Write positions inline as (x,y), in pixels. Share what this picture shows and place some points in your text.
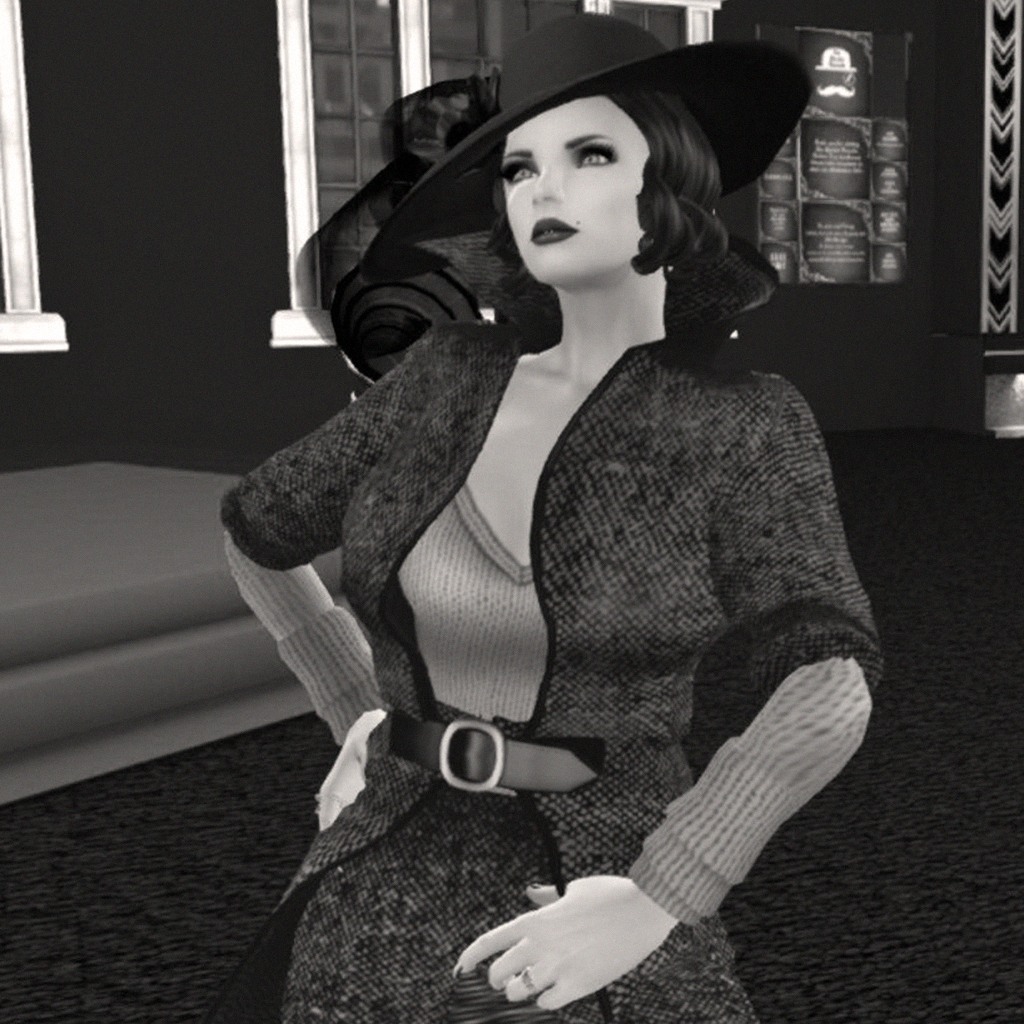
This is an animation, in this image in the foreground (517,560) there is one woman (538,519) who is wearing a hat (603,69). And in the background (799,270) there are windows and some posters (876,132) on the wall (75,436), and on the left side of the image (130,525) there is some object (140,604). At the bottom (826,902) there is floor (915,687).
